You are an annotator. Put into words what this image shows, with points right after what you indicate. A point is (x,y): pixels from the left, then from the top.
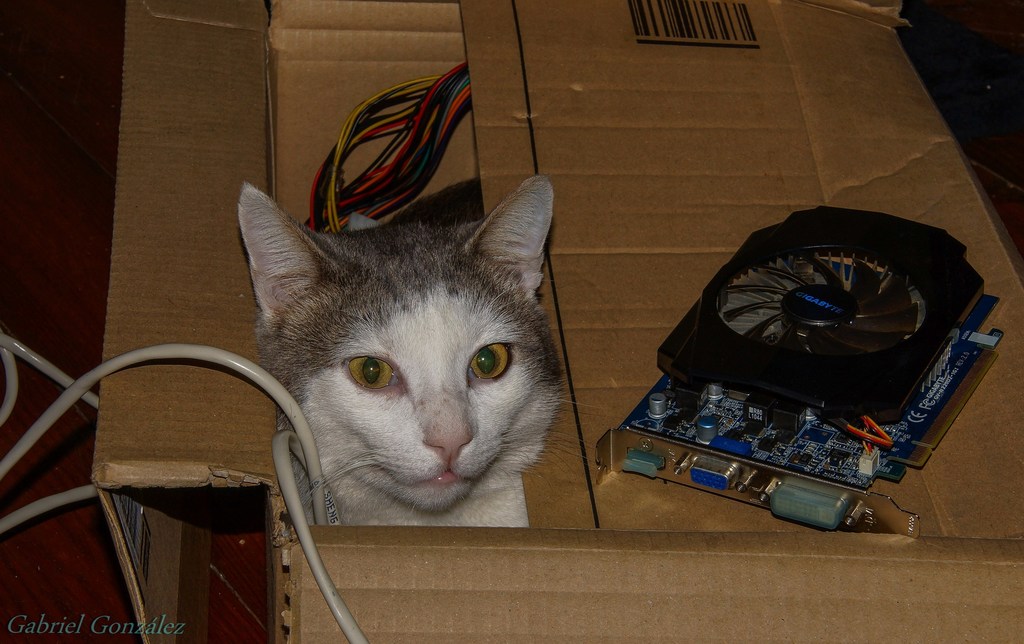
This cardboard (575,101) is kept on a brown surface (221,533). In this cardboard box (679,40) we can see a cat (462,378), cables (327,226) and graphics card (792,317). Left side of the image (148,633) there is a watermark (37,626).
